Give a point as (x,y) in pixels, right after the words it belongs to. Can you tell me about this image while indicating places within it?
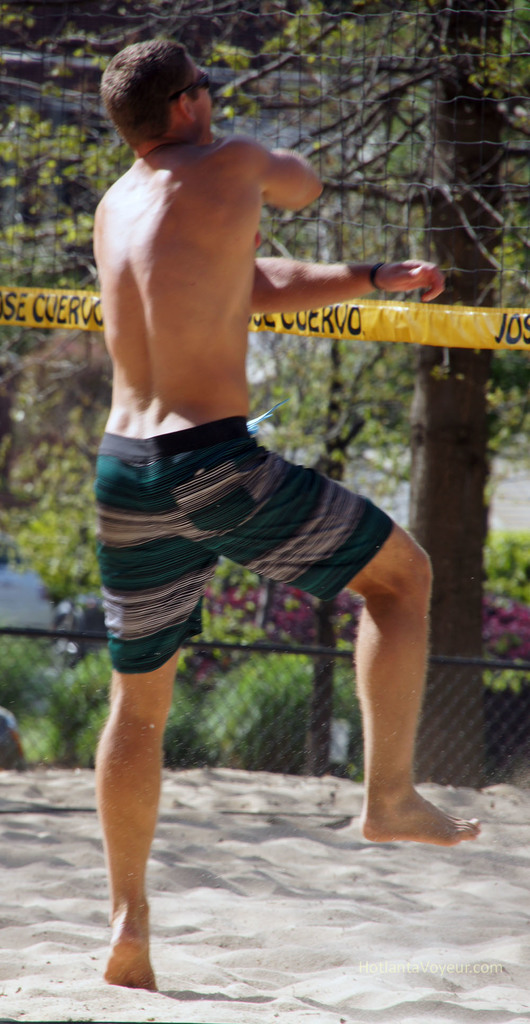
In this image we can see a man (129,961). Here we can see sand (238,826), mesh (507,766), plants (243,636), trees (373,392), and an object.
